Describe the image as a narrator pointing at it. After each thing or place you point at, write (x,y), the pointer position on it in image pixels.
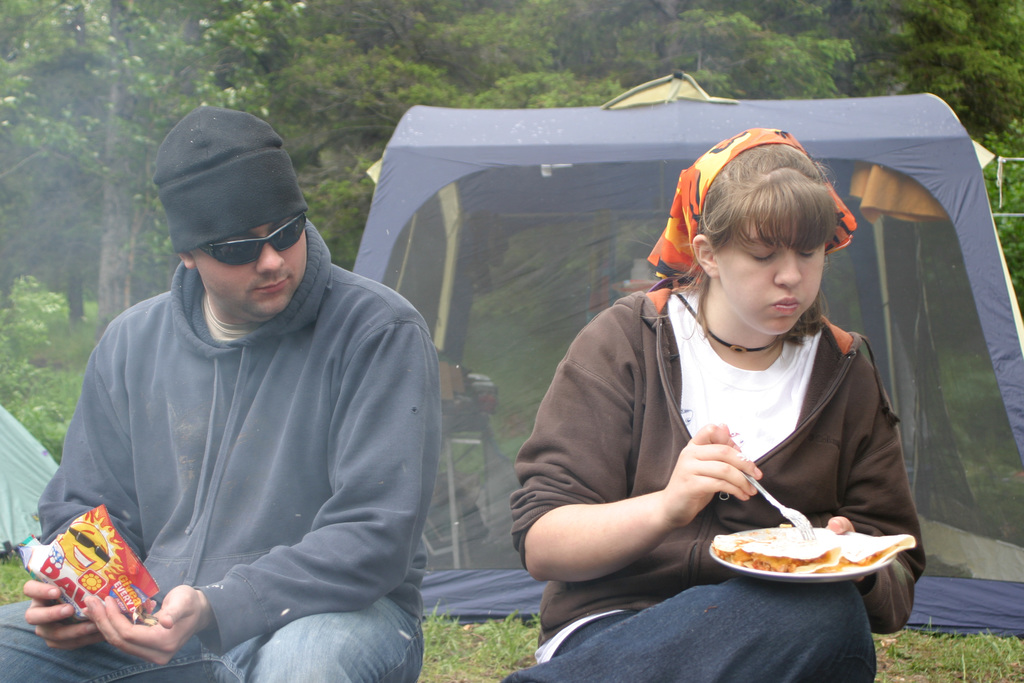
In this picture I can observe a man (224,269) and a woman (648,522) sitting on the ground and eating some food (752,564). Man (272,346) is wearing spectacles (236,256) and a cap (225,179) on his head (211,262). Behind them I can observe a tent (464,274). In the background (401,46) there are trees (504,46).
